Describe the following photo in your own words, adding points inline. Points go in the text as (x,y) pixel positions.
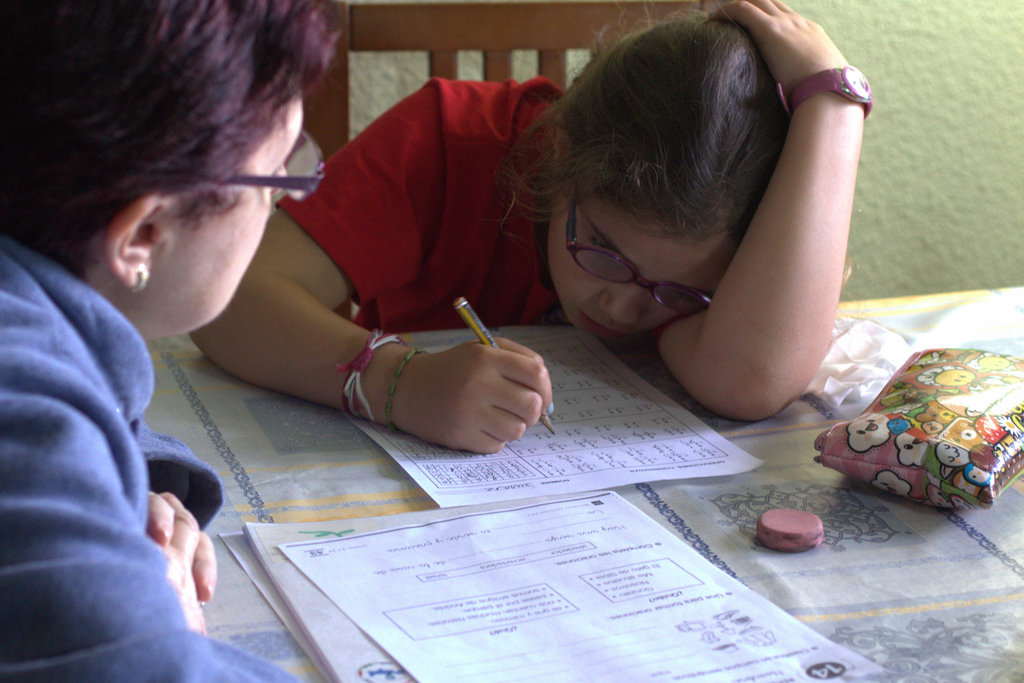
On the left (132,281) there is a person (127,499). In the background (520,201) there is a girl (386,134) sitting on the chair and writing with pencil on a paper (559,479) which is on the table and we can see papers (462,575), eraser (780,522), wallet (890,435), cloth (881,354) on the table (712,480) and we can also see a wall (380,0).
